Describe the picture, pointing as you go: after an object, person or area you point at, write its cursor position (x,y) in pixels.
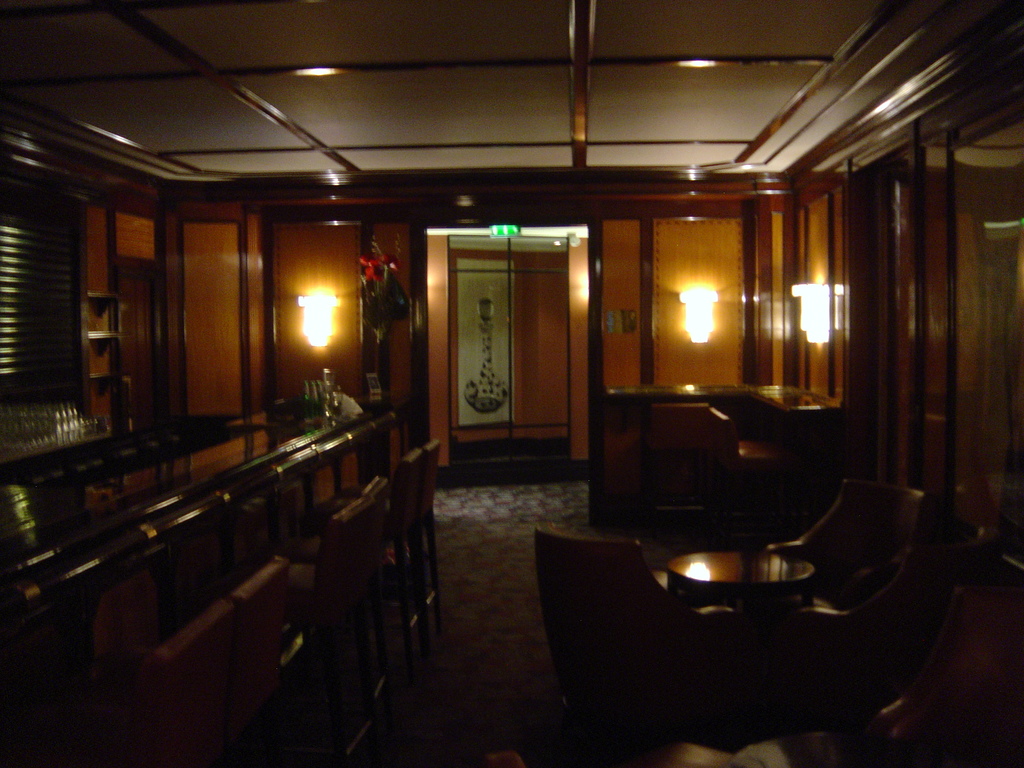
Lights (307,322) are on the wall (295,351). Inside this room (304,334) there are tables (769,581) and chairs (375,550).
